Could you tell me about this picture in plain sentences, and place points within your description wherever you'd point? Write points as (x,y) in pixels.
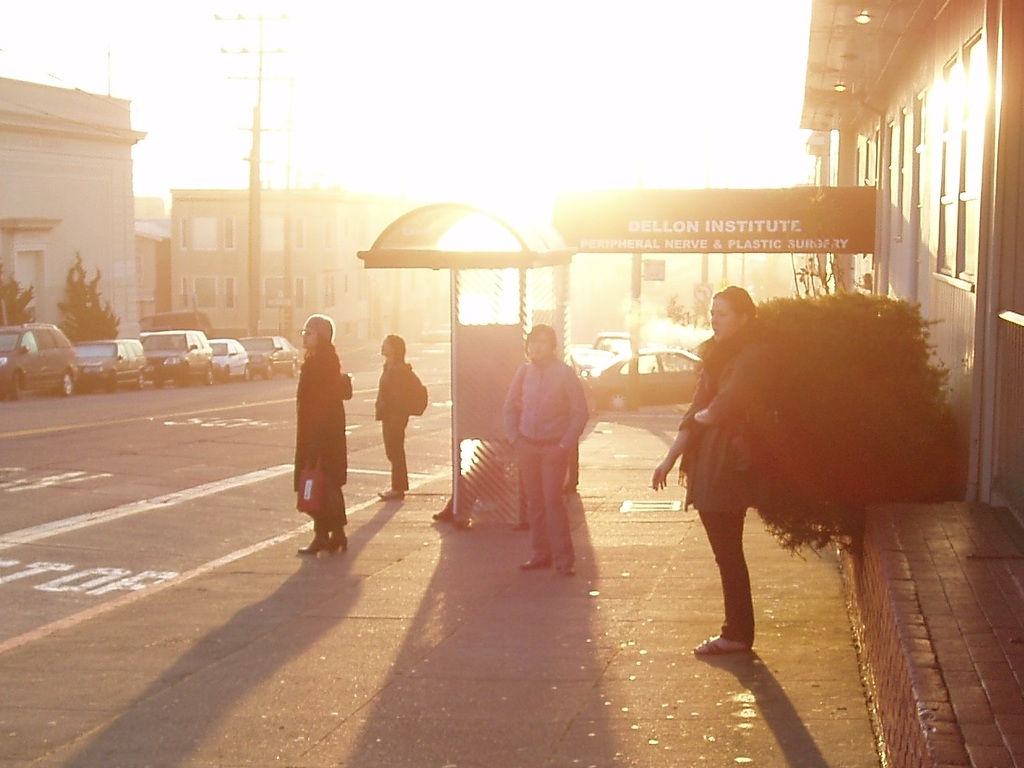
In this image we can see these people (510,427) are standing on the road (682,527), we can see the bus stop (573,257), vehicles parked on the side of the road (29,421), we can see shrubs (897,374), buildings (1008,210), poles (257,234) and the sunny sky (513,178) in the background (435,157).
